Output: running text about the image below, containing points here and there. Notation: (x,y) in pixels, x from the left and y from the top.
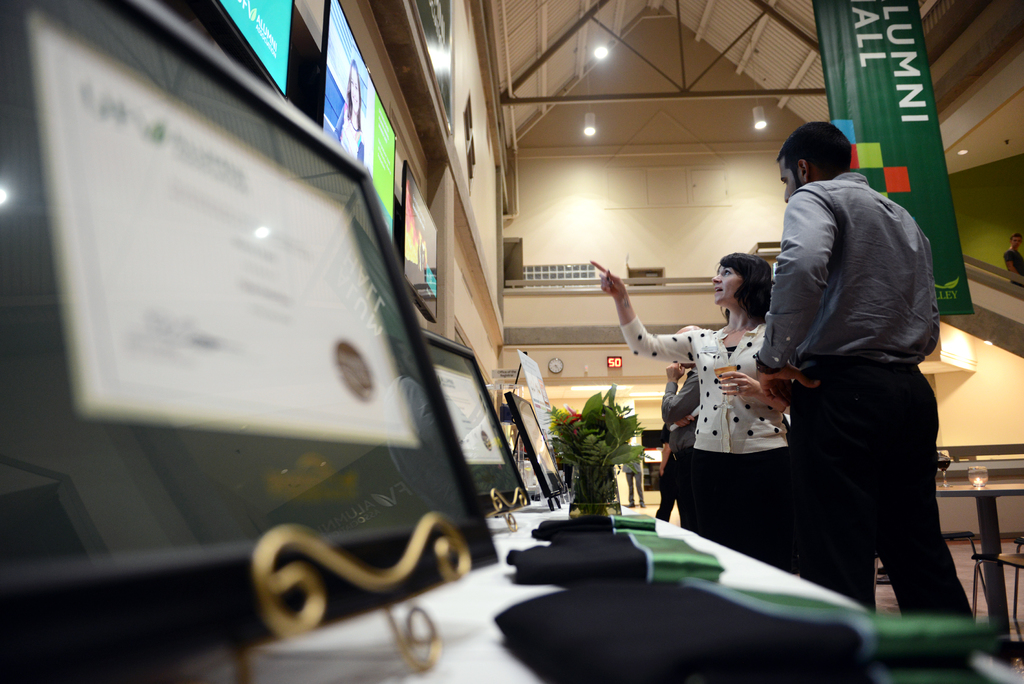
In the image there are few people (802,446) standing on the floor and in front of them there is a table (470,577) and on the table (350,629) there are some frames (413,507) and clothes (681,645) and also a small plant (583,444). Behind the frames (242,80) there are screens (354,68) attached to the wall (462,264) and there is a banner (875,36) hangs down from the roof (606,8).
